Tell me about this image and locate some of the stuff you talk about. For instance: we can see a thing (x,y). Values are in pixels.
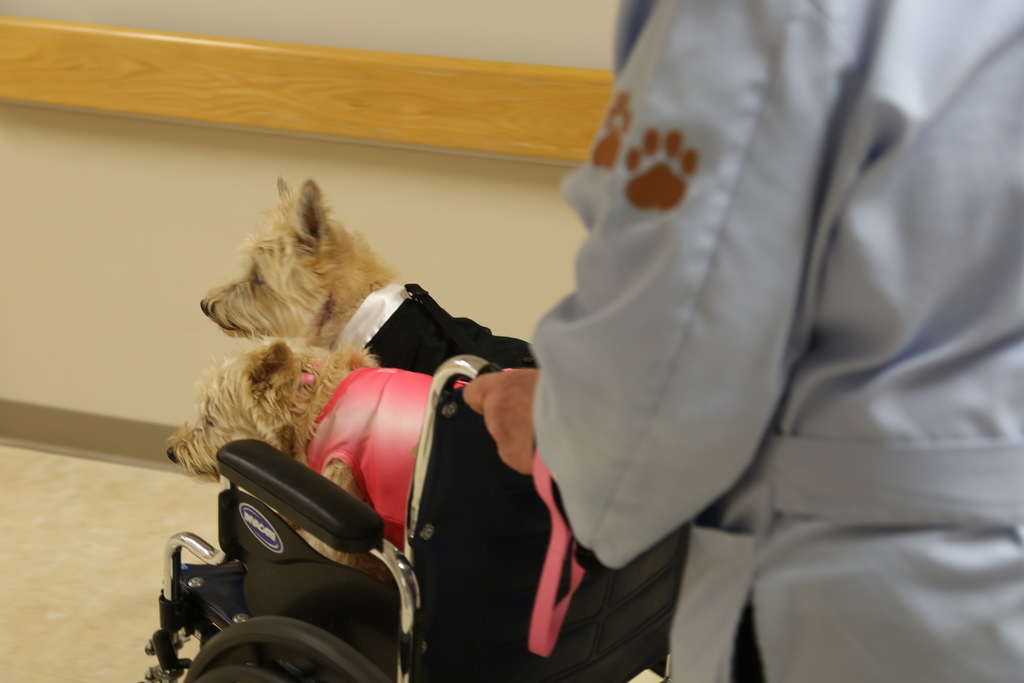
In this picture, we see the two puppies (330,399) on the wheelchair (441,647). On the right side (783,154), we see the person (639,407) is standing and he or she is holding the wheelchair (341,522). In the background (119,222), we see white wall (191,141). At the bottom (115,559), we see the white carpet (111,582).
